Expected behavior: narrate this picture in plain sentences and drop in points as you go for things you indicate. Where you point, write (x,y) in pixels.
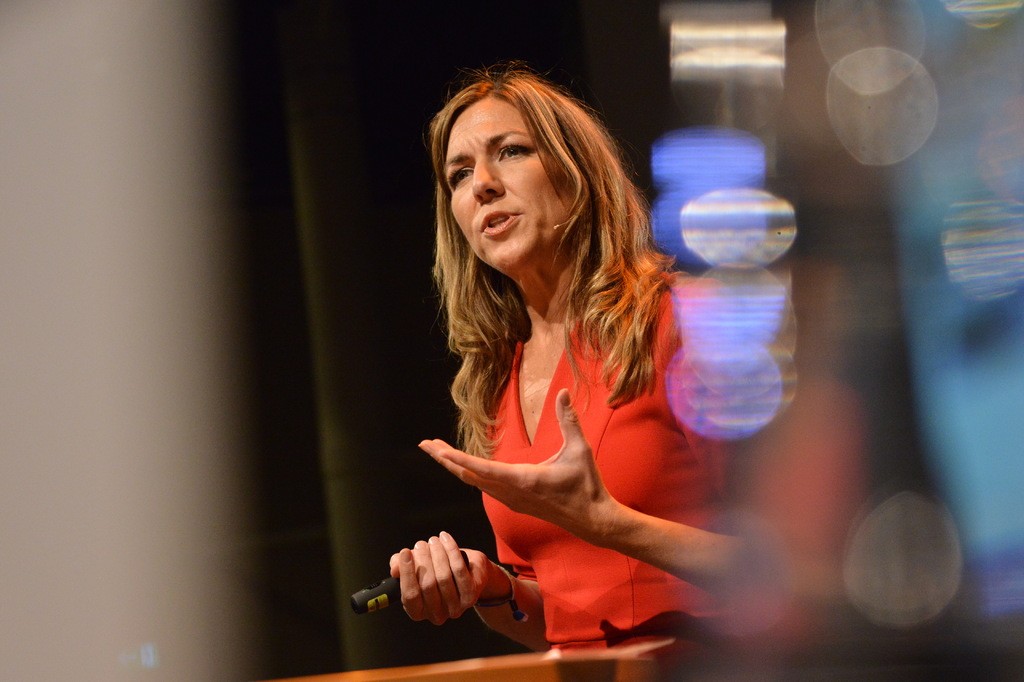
In this image, we can see a woman (575,451) is holding an object (397,581) and talking. At the bottom (385,671), we can see an object (402,672). On the right side (929,503) and left side (162,582), we can see a blur view. Background of the image (489,14), we can see a dark view.
